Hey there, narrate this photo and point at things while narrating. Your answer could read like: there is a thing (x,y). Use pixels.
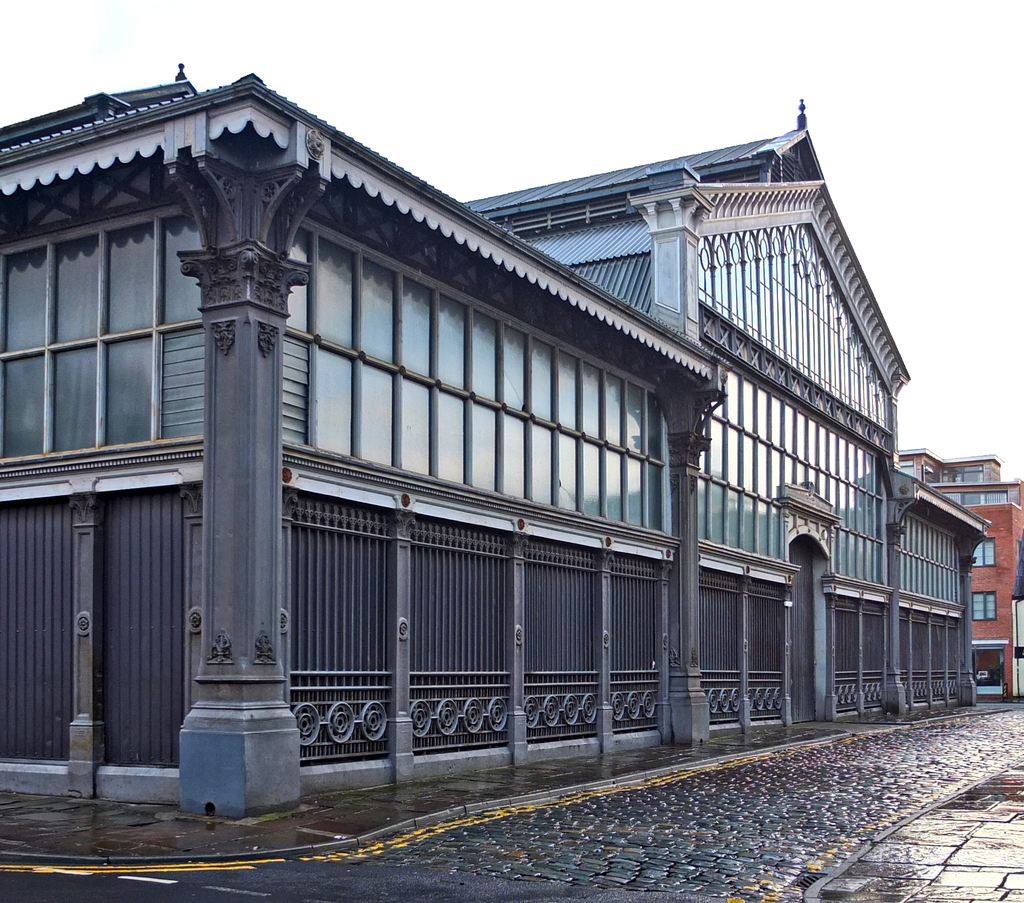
In this image, there are a few buildings (757,702). We can see the ground (574,773) and the sky (487,54).
